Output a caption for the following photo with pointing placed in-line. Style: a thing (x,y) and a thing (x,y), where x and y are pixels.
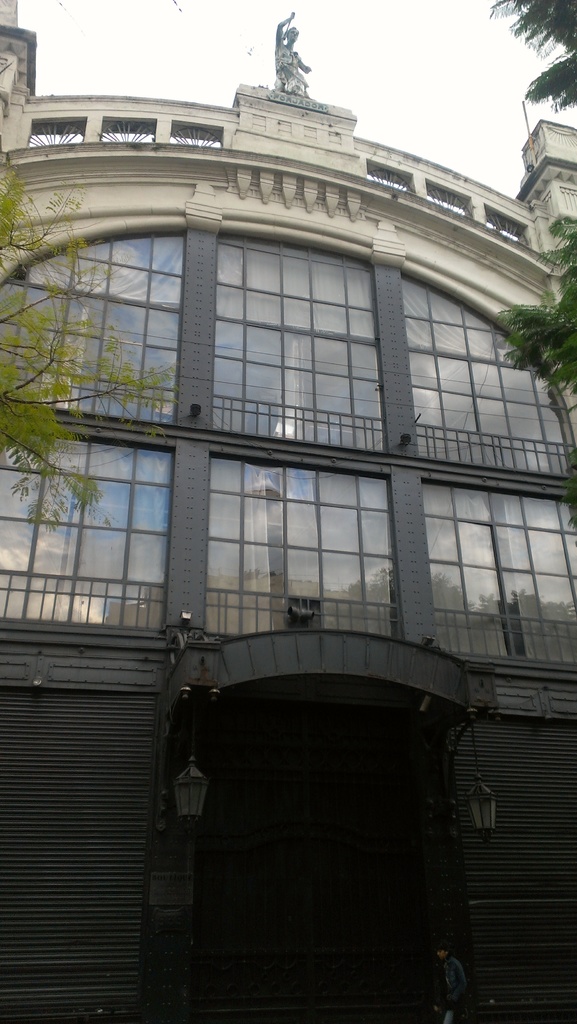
In the foreground of this image (322,494), there is a building (357,462) and on either side, there are trees (540,84). On the top (301,21), there is the sky (203,11).
